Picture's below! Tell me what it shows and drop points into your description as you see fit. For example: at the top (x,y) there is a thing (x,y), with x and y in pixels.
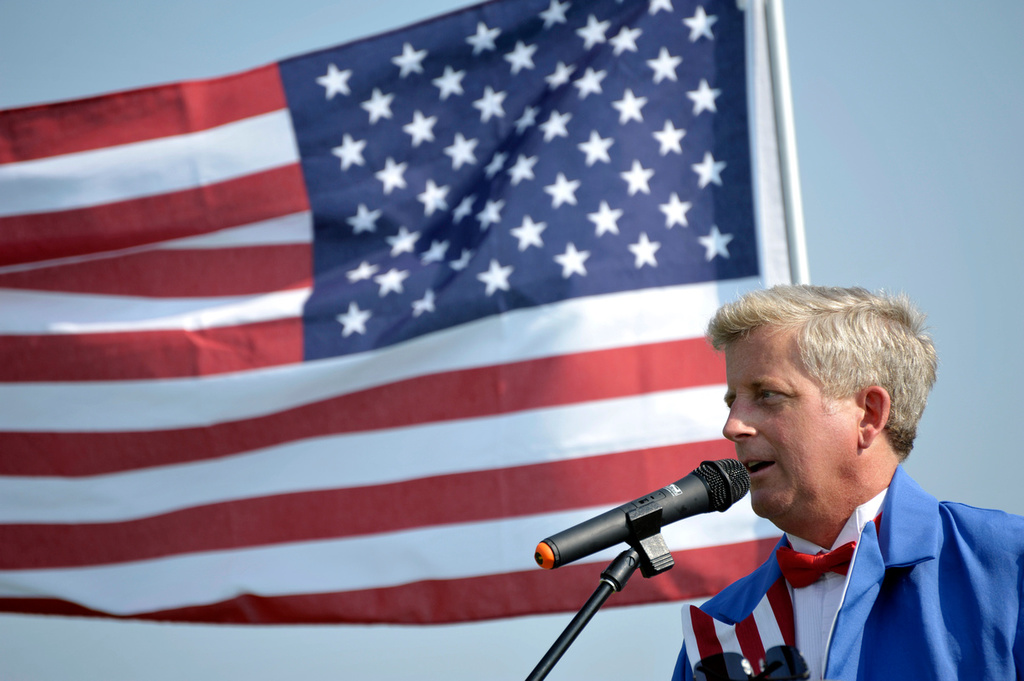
In this image I can see a person (801,538) wearing white, red and blue colored dress (818,586) and a black colored microphone (646,502) in front of him. I can see goggles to his dress (953,595). In the background (635,347) I can see a flag (531,324) which is red, blue and white in color and the sky (909,172).
